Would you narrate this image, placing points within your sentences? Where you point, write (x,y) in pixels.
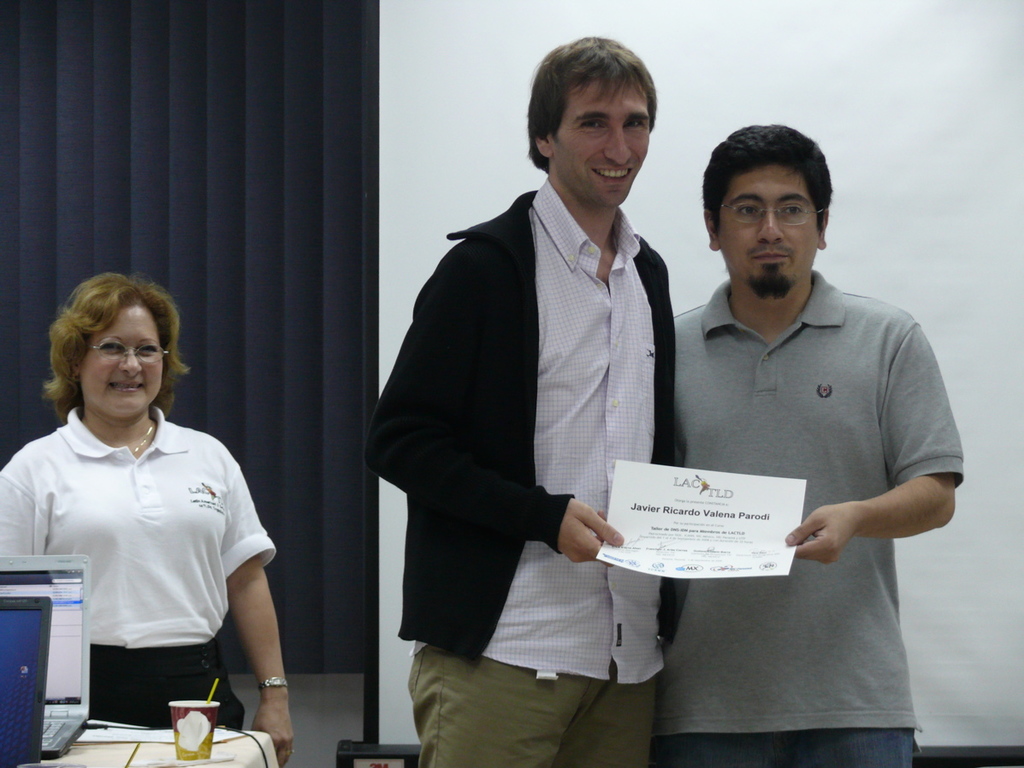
In the image there are two men (672,389), they are holding some paper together and on the left side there is a table (114,745), on the table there are laptops (56,572) and behind table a woman (152,485) is standing and behind her there is a curtain (265,91) and beside the curtain (99,168) there is a wall (417,26).
